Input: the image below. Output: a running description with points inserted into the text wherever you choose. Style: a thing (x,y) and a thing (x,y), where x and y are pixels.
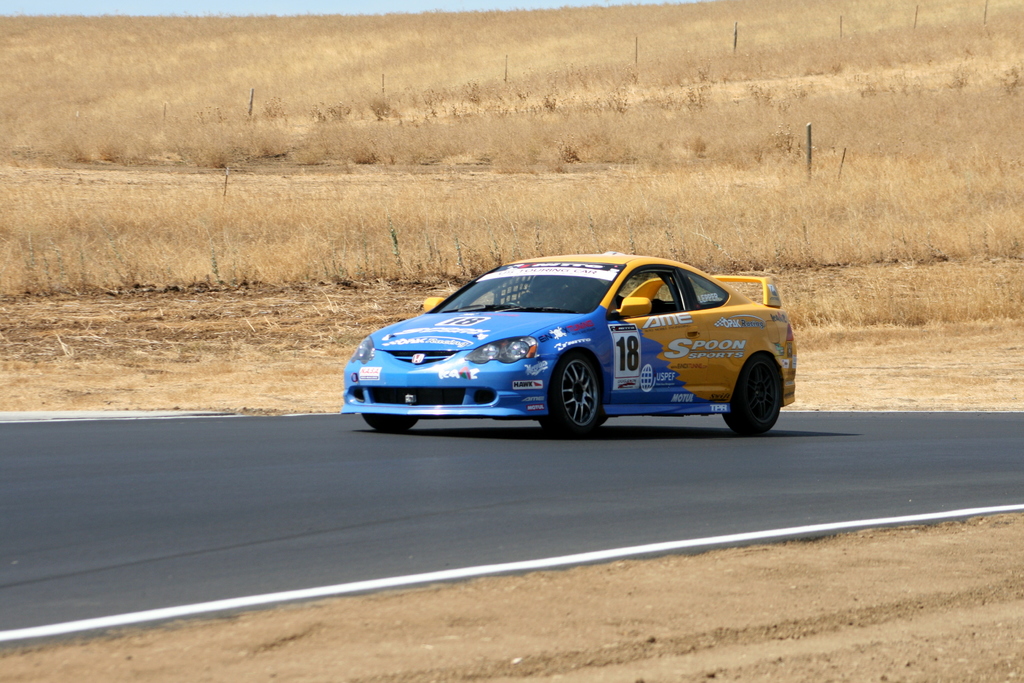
In the center of the image (525,351) we can see a car (589,278). In the background of the image (954,297) we can see the dry grass (547,152) and poles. At the top of the image (141,11) we can see the sky (338,2). In the middle of the image (421,429) we can see the road (1019,499). At the bottom of the image (732,587) we can see the ground (669,576).
